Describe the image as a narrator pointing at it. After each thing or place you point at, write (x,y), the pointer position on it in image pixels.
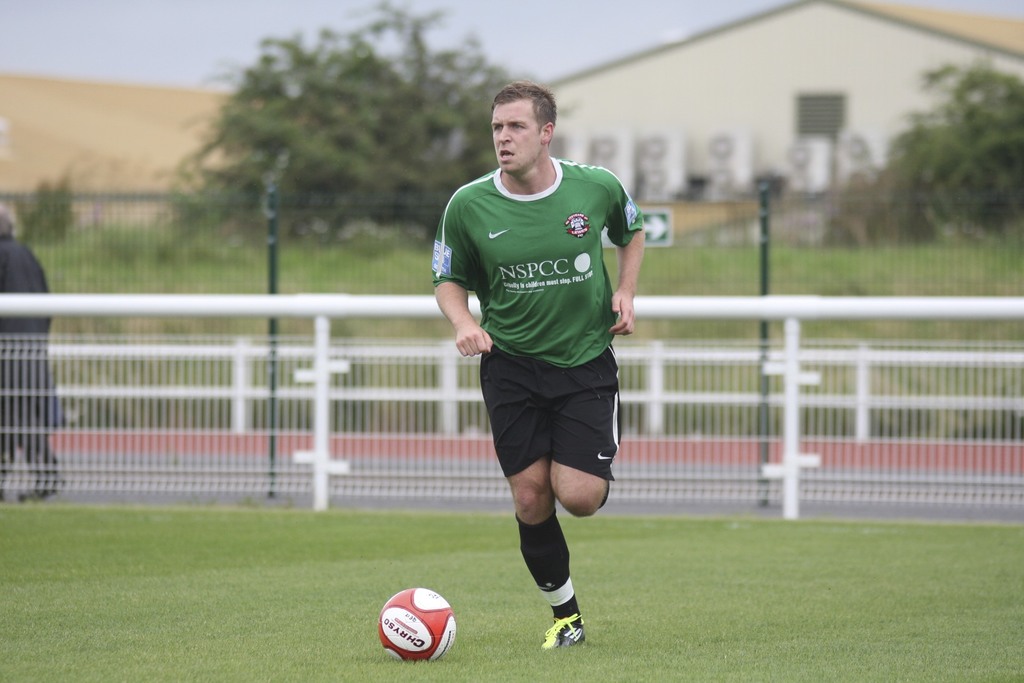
In this image we can see a person (536,379), wall (865,86), barrier (393,462), sign board (664,225) and also the fence (928,238) and behind the fence (937,238) we can see the trees (968,98), house (803,131), wall (142,145) and also the sky (78,59). On the left (40,385) we can see a person (19,249) walking on the path (237,480). At the bottom (453,543) we can see the grass (677,589).
